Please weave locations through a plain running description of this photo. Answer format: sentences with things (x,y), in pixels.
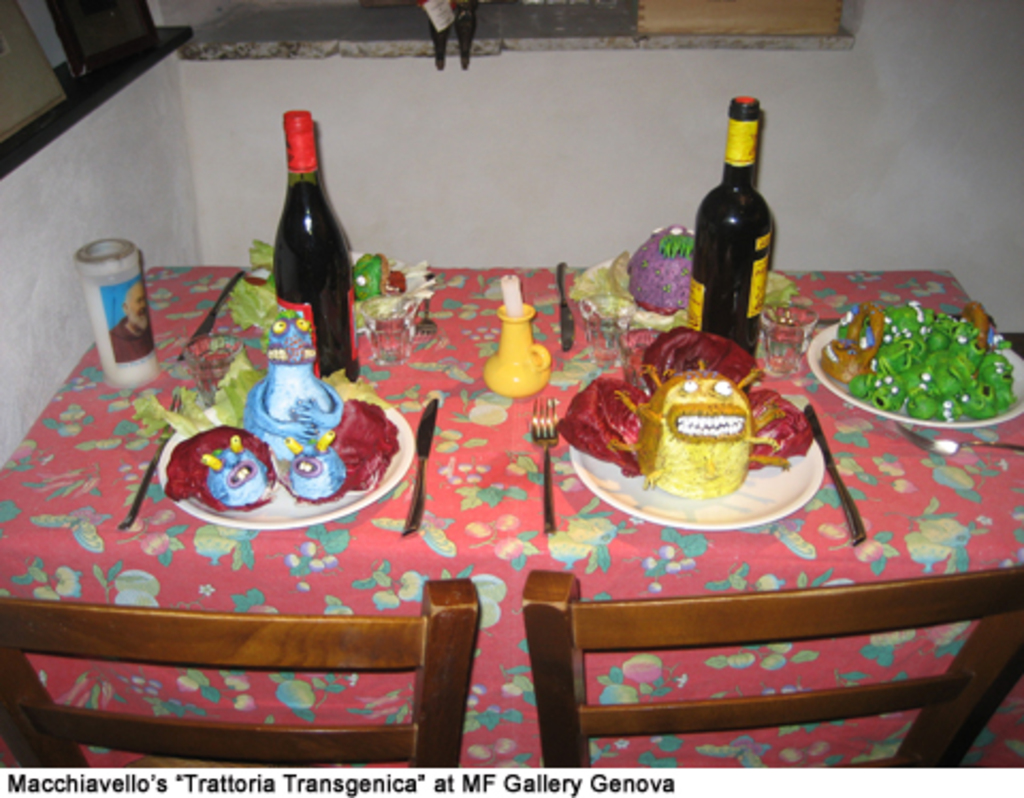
This image is clicked in a house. There is a table (470,542) which is covered with a red cloth (511,571). On which there is food (300,460). And there are bottles (722,226), spoons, knives (836,485), glasses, along with candle (494,387). There are two chairs (643,603) in this image. In the background (892,78) there is a wall (699,71) in white color.
